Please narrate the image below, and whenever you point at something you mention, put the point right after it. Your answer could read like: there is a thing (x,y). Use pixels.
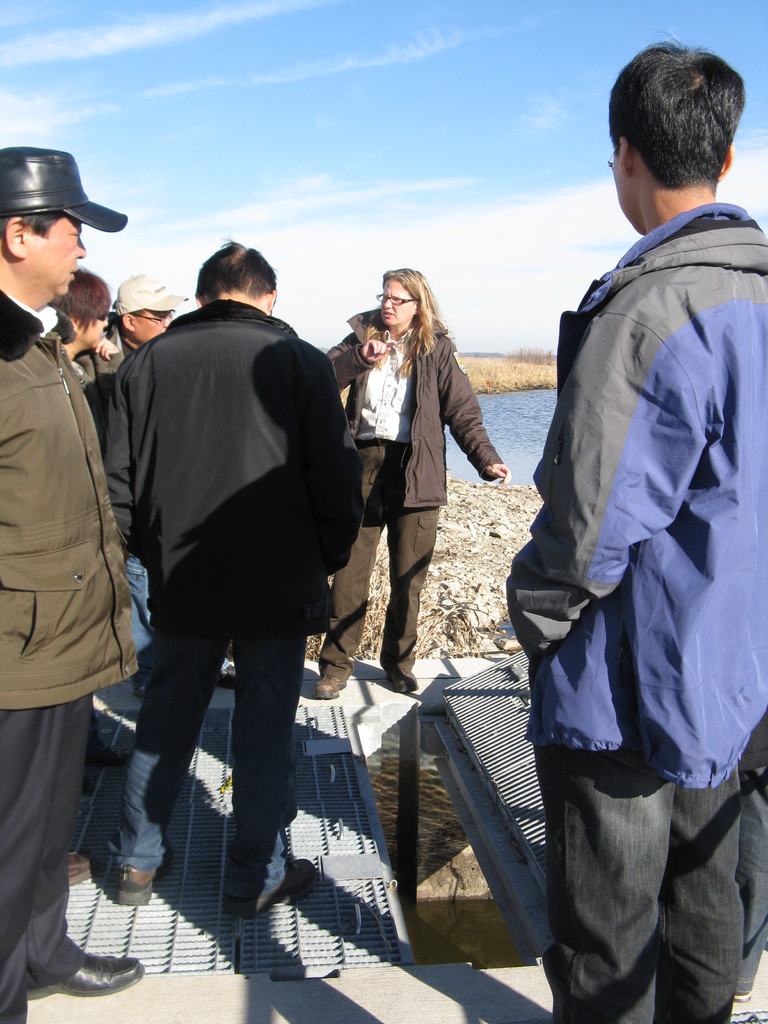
This image consists of many people (602,601) standing. It looks like it is clicked near the river (513,459). To the right (620,534), the man (620,534) is wearing a blue jacket (652,486). To the left (96,608), the man (92,598) is wearing a black cap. At the top (381,145), there is a sky (331,146).
